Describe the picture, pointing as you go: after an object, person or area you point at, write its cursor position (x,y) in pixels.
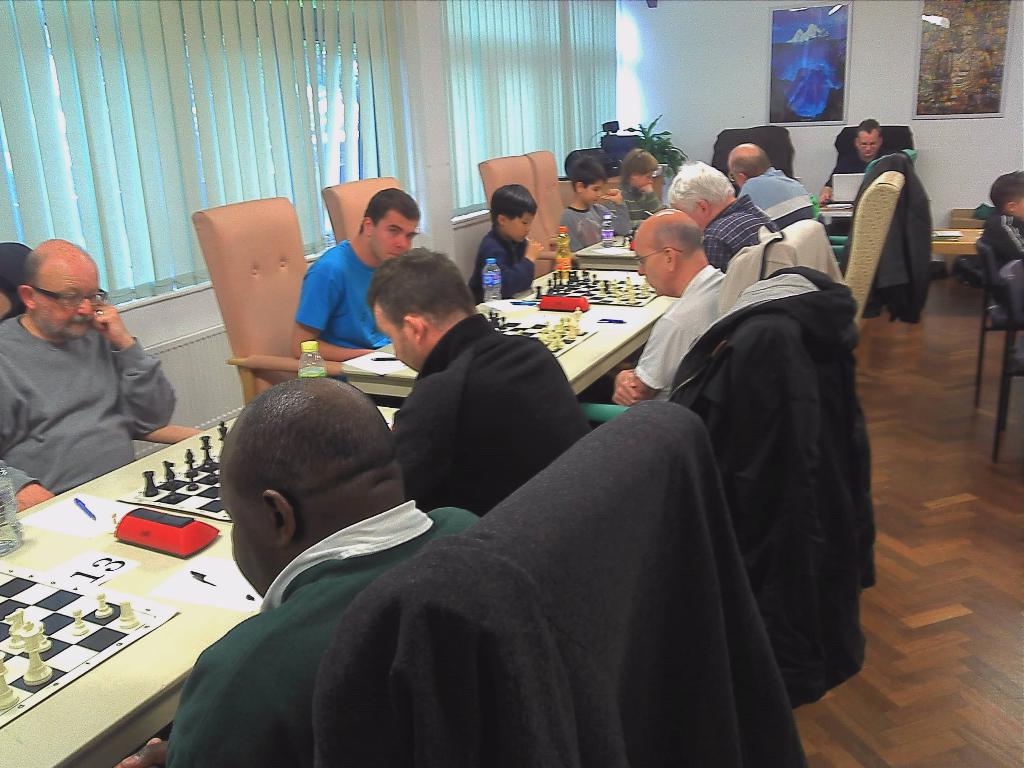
In this picture we can see some group of people (281,411) sitting in front of a table (41,563) and playing a chess game, in the background (726,83) there is a wall (872,59) and there are two portraits (921,62) here, on the left side of this image (255,160) we can see a window blind (233,132), on the table (134,551) there is a chess board (199,508), in the background (660,130) there is one plant (670,141).
